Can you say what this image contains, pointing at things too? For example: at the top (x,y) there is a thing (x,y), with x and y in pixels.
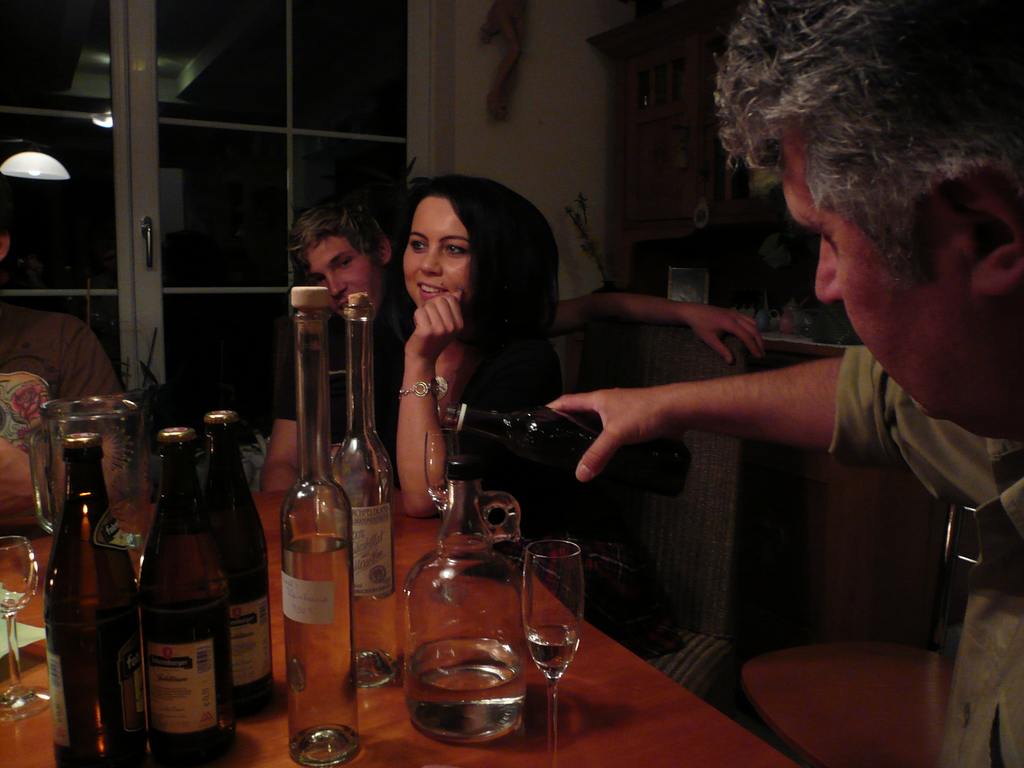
This is a picture where a woman (418,480) is sitting in the chair (671,573), man (329,219) is sitting in the chair (643,359), another person (1018,121) pouring a beer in the glass (444,472) and in the table (1,761) we have group of bottles (306,516) and in the back ground (200,367) we have a door (371,171), cupboard (687,40), a lamp (57,165).
